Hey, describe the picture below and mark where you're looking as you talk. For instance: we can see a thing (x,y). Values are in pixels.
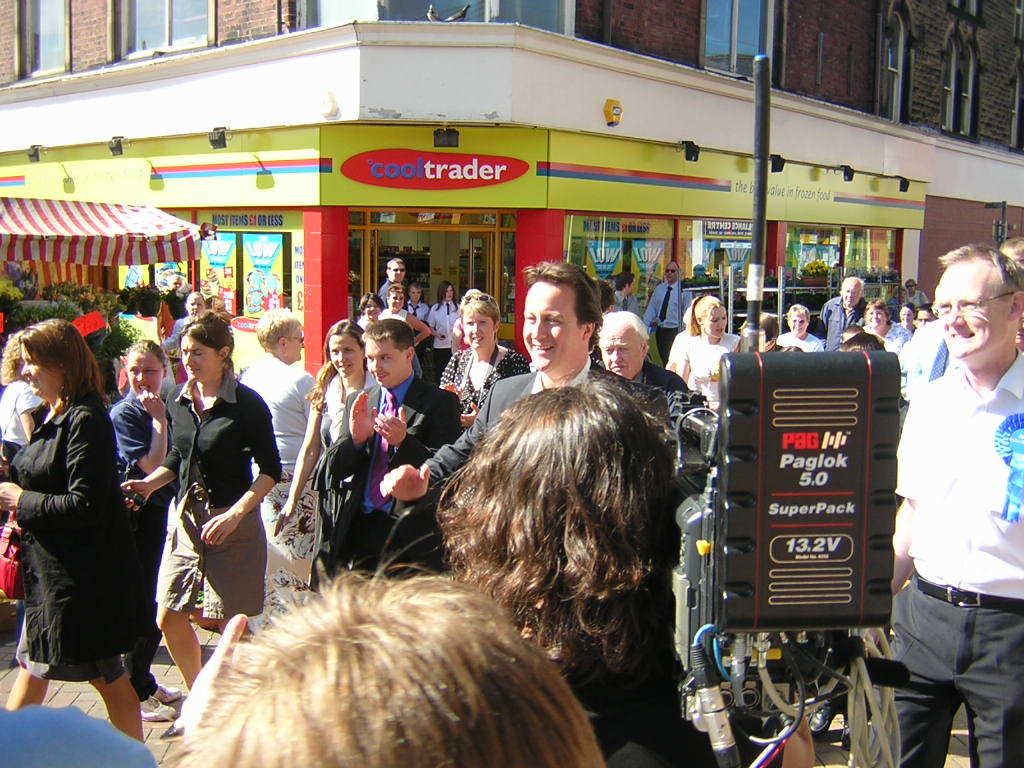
In this picture there are people (466,363) and we can see electrical device (783,542) on pole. In the background of the image (620,81) we can see building (677,160), windows (22,10), tent (37,213) and posters (594,261).
